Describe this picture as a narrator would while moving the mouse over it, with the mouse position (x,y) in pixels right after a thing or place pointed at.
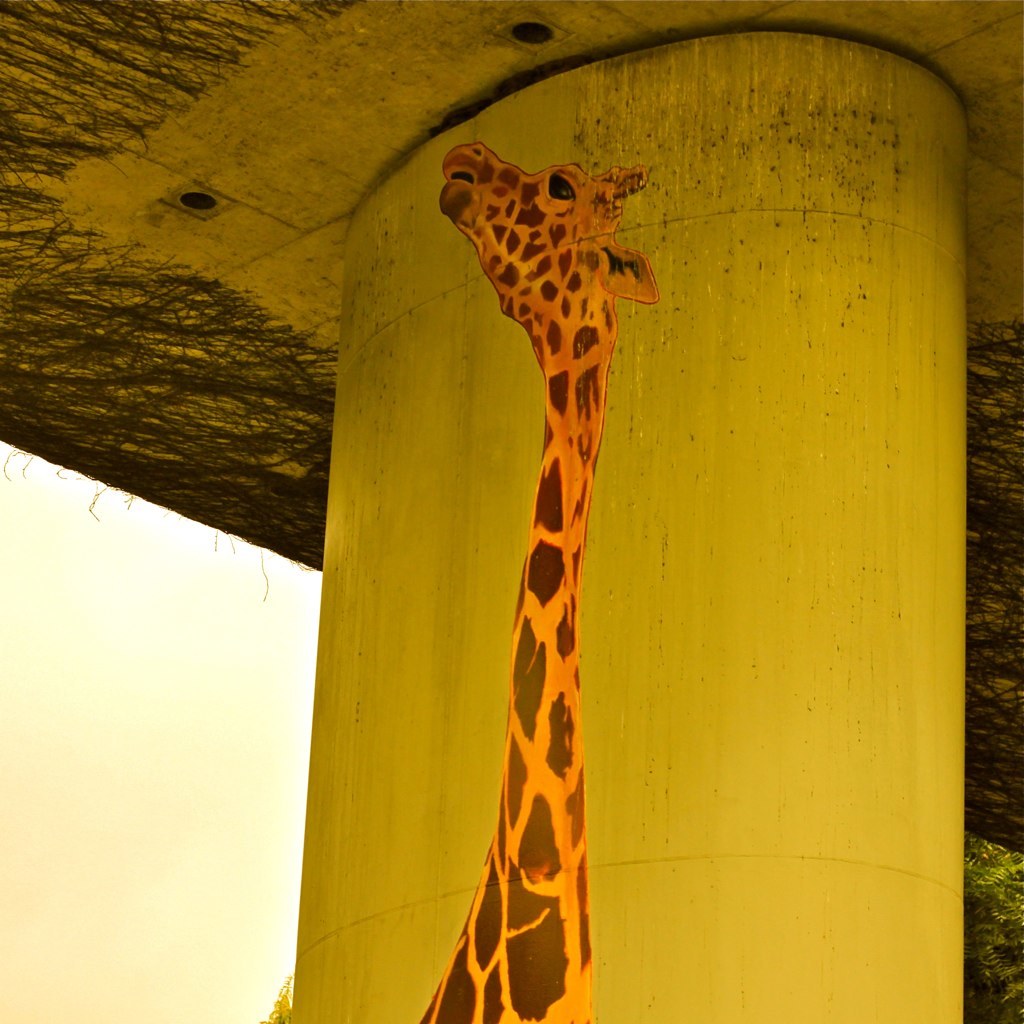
In the image there is a giraffe painting (512,641) on a pillar (834,190) with a bridge (60,220) above it.
